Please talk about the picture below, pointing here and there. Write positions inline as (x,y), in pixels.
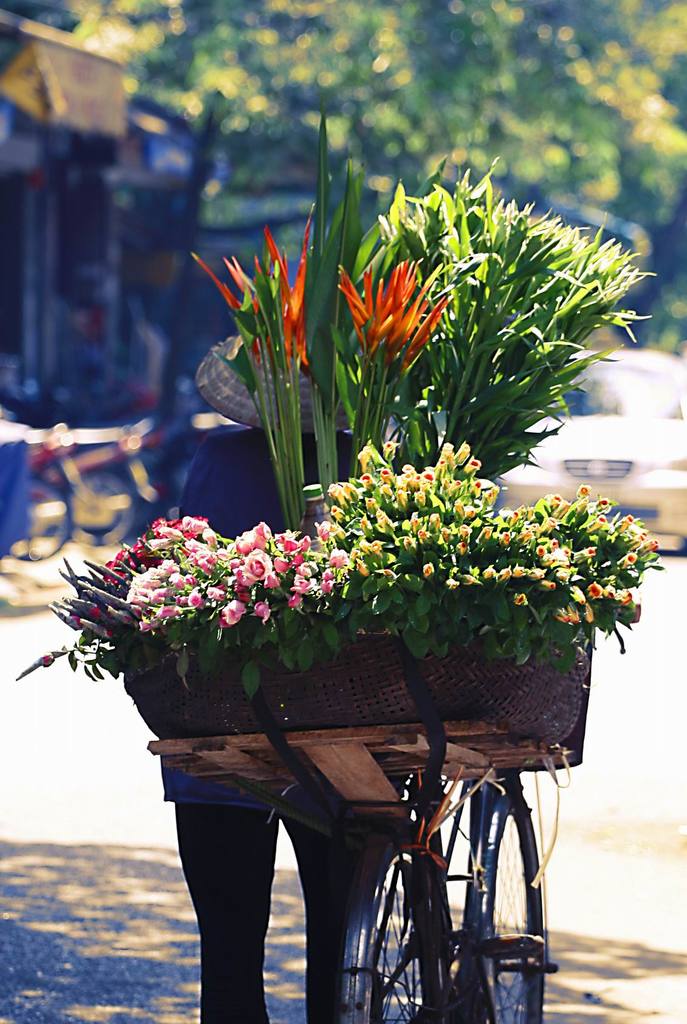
In this image I can see one person (223,521) and a bicycle (495,818) in the front (466,790). On the back seat (413,752) of the bicycle (485,816) I can see number of flowers (628,565) and plants (503,330). In the background (413,65) I can see few trees (540,137), few more bicycles (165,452), a car (681,549), a building (11,302) and I can also see this image is little bit blurry.
